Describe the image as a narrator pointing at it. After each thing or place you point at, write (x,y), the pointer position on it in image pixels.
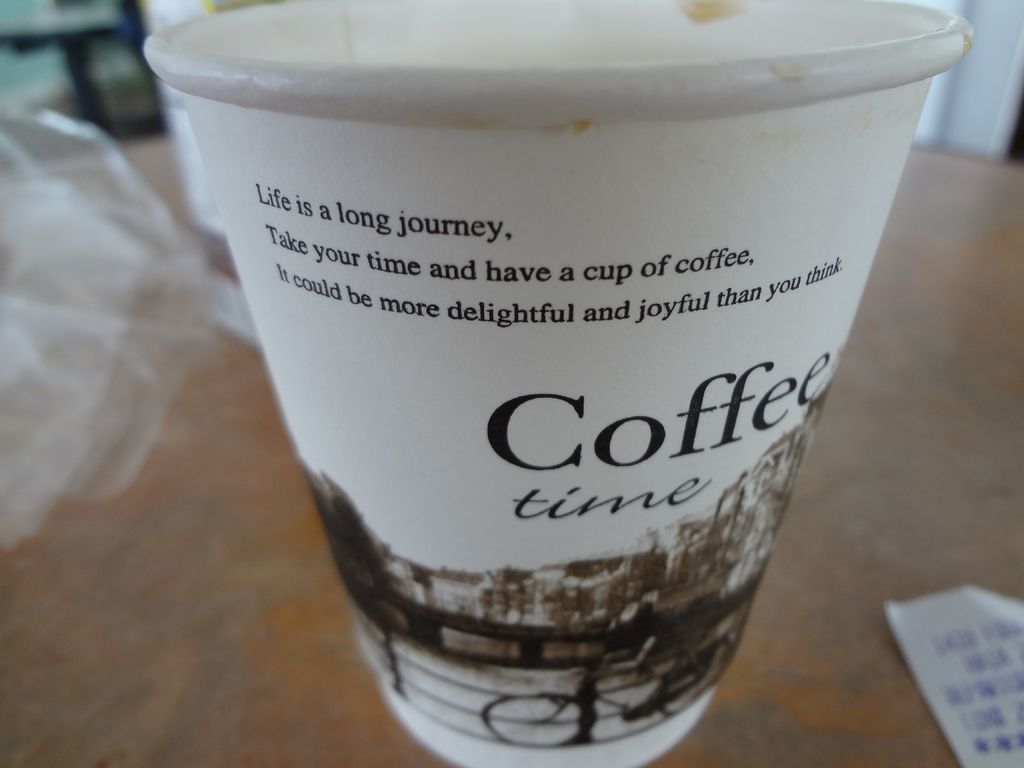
In this image I see a cup (927,39) on the table (834,729) and it is written "Coffee Time" on the cup (512,565) and there is a cover (162,176) on the left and a piece of paper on the right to the cup (509,335).
